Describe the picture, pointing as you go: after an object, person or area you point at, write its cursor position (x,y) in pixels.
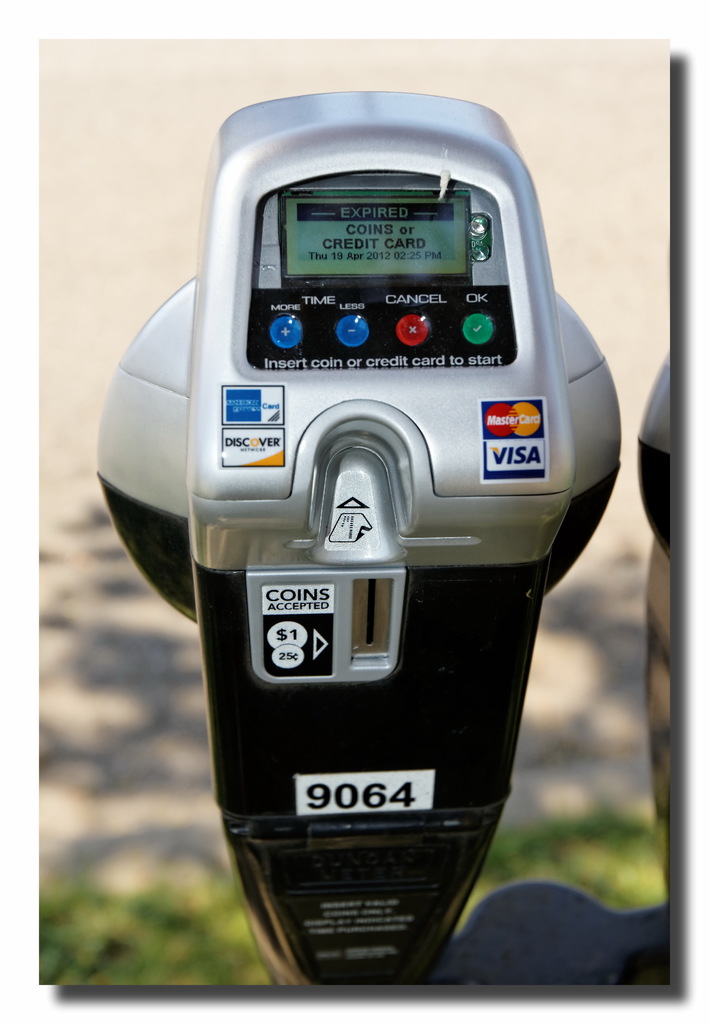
In this image we can see parking meter (333,385).
